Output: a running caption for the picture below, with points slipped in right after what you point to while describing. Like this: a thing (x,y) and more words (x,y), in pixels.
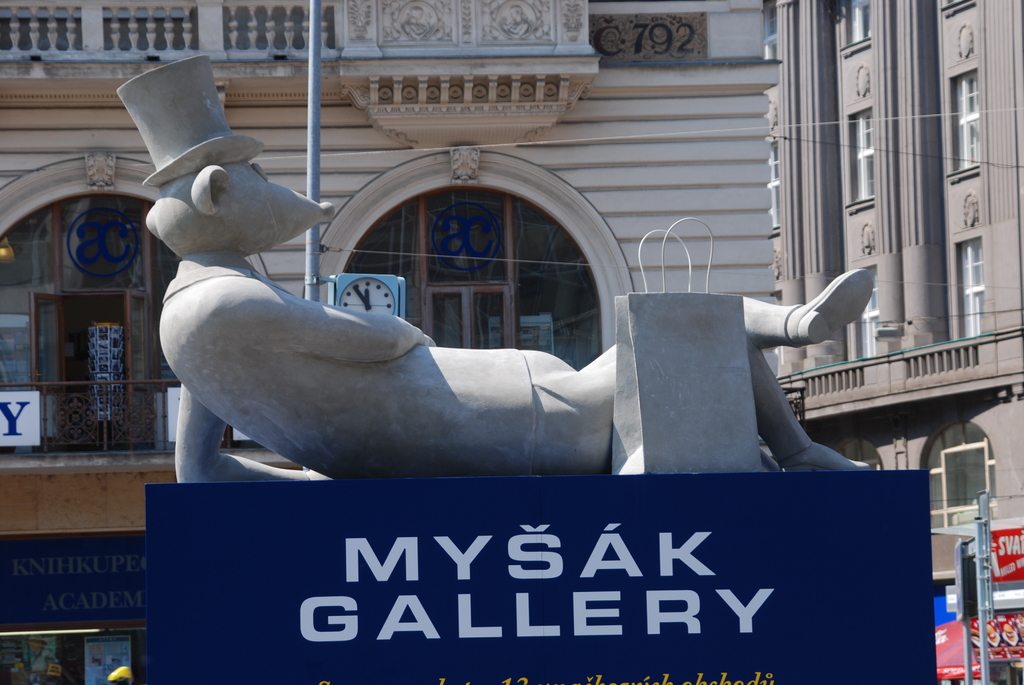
In this picture we can see a statue (268,326) and a name board (408,509) and in the background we can see buildings (988,459) and some objects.
